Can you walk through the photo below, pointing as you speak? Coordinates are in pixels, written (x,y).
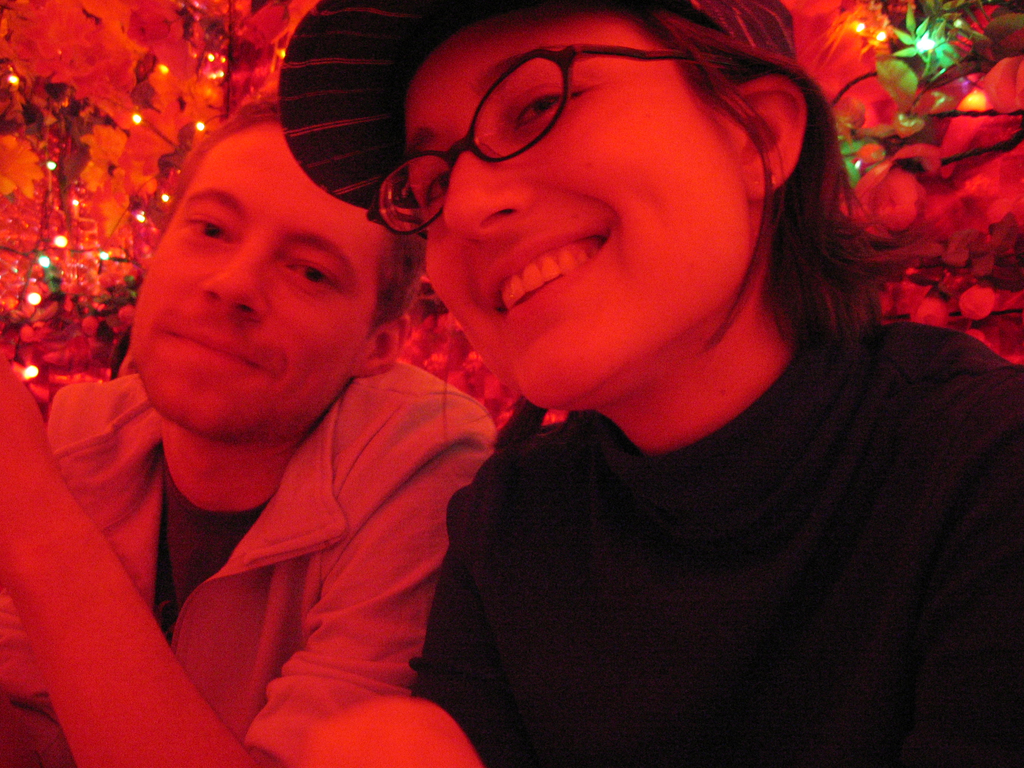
In this image there are two people (528,474). The person (560,644) sitting on the right (818,567) is wearing glasses (433,158) and smiling, next to her there is a man (215,458). In the background (144,252) there are decors (932,108) and lights (49,261).
